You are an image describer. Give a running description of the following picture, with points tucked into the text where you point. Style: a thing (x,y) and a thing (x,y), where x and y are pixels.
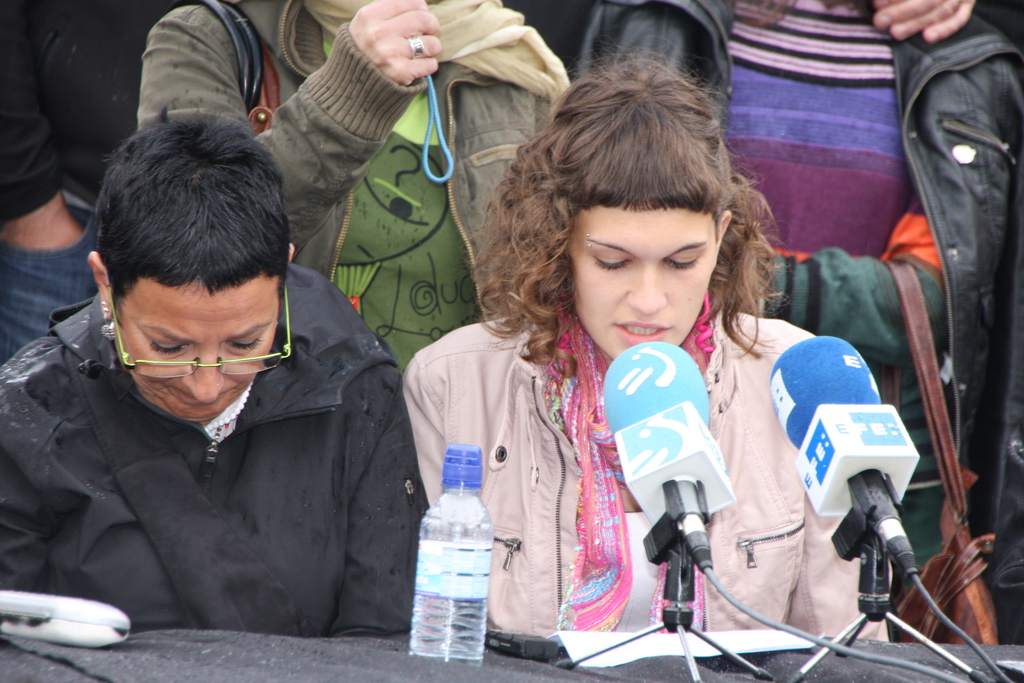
In this picture there is a girl (590,434) wearing pink color jacket (771,555), she is sitting and giving a speech in the microphones (654,547). Beside there is an old woman (252,456) wearing black jackets (355,436) sitting beside her. In the background (475,132) there are two girls (769,132) are standing.
